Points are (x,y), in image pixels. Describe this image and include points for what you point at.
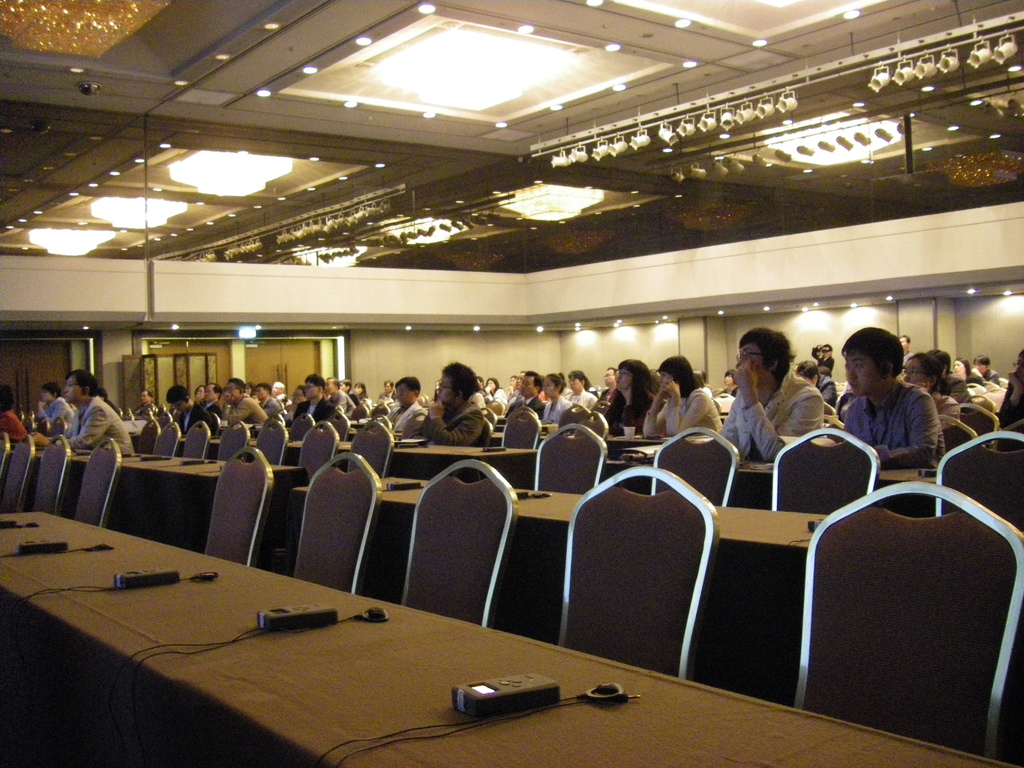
This is the picture of a room (644,395). In this image there are group of people (533,398) sitting on the chairs (984,440). There are devices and wires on the table (370,679). There are tables (823,745) and chairs (667,501). At the back (215,362) there is a door (218,350). At the top (960,179) there are lights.
